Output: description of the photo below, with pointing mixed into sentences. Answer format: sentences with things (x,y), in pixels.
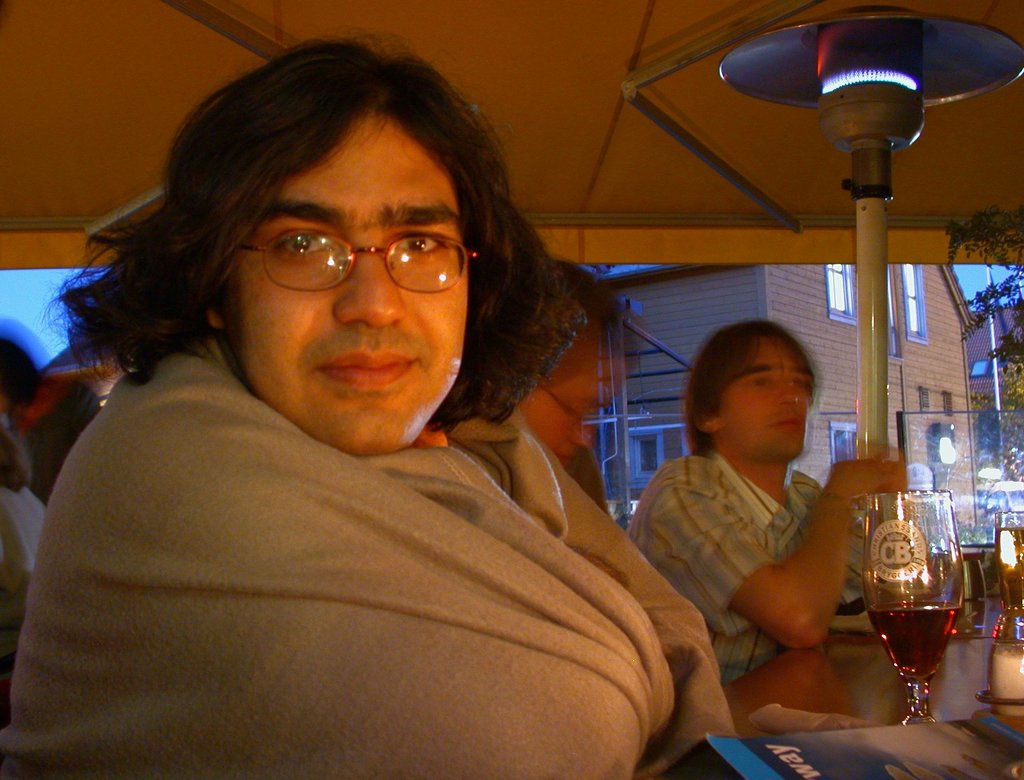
In this picture I can see few people (508,407) in front (251,250) and on the right side of this picture (965,677) I can see the table (884,661) on which there are glasses (892,599) and a book (878,741) on which there is a word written and I see that these people (462,471) are under the shed (827,154). In the background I can see the buildings (726,320), few trees (1012,279) and the lights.
